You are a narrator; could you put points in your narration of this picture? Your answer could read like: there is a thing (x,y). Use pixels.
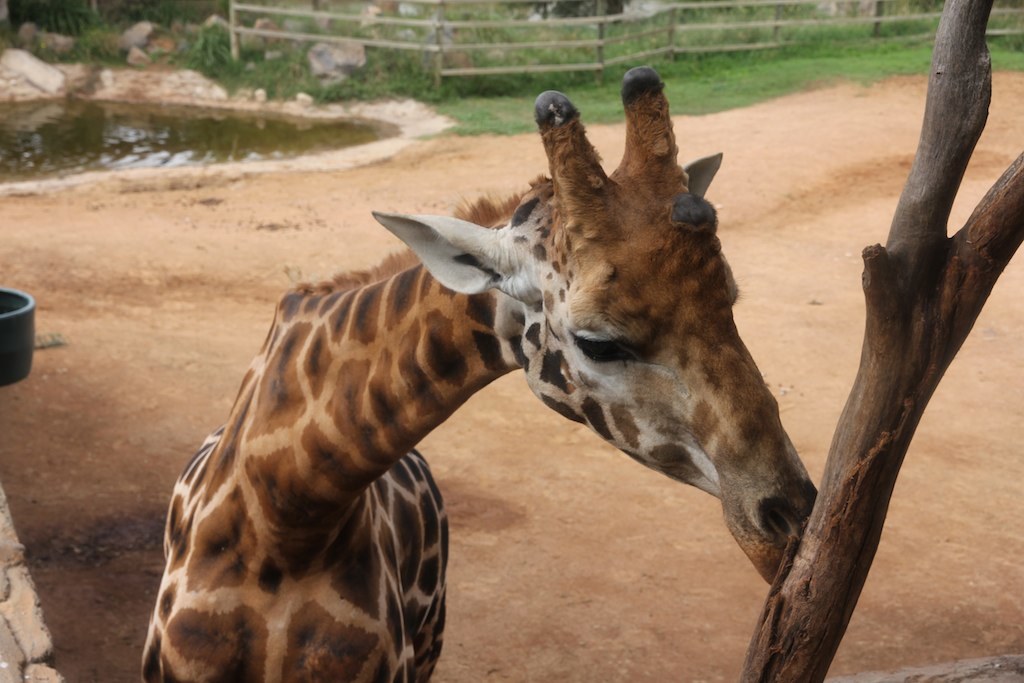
In this image we can see a giraffe (424,464). We can also see the branch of a tree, a tub (25,367) on the ground (123,370), a pond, some grass (598,107), stones (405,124) and a wooden fence (711,46).
